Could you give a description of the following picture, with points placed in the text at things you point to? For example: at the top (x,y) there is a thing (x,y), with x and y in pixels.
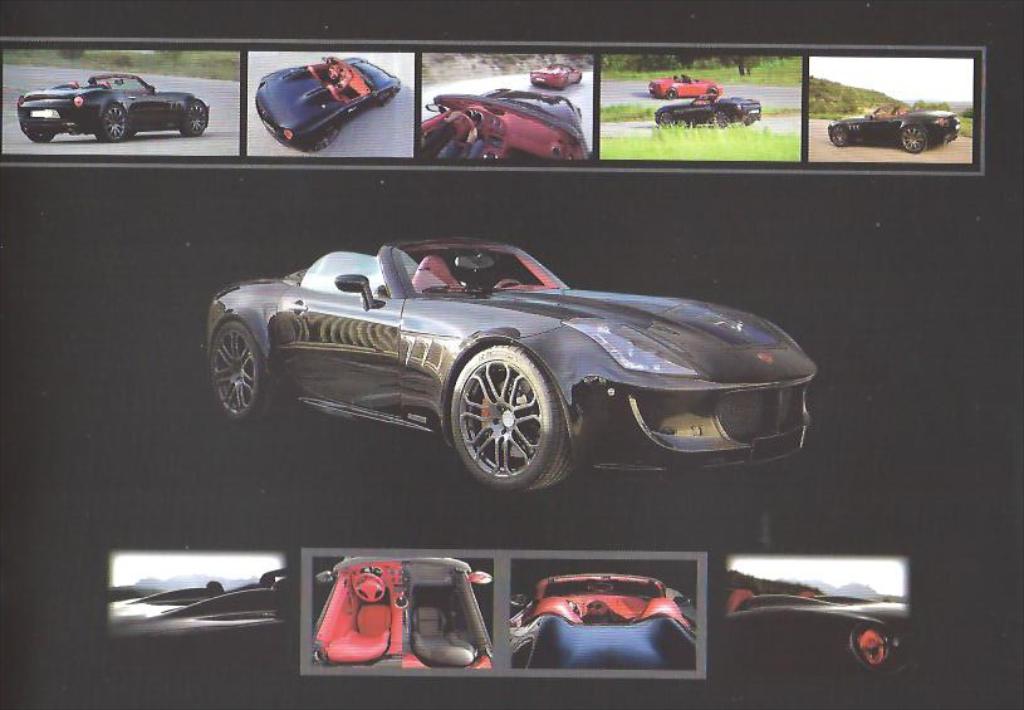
This is an edited image in which there are cars (729,117), there is grass (710,137) on the ground (717,132), there are trees (858,106) and there are mountains (150,584) and there are cars (716,116) moving on the road (449,83).
